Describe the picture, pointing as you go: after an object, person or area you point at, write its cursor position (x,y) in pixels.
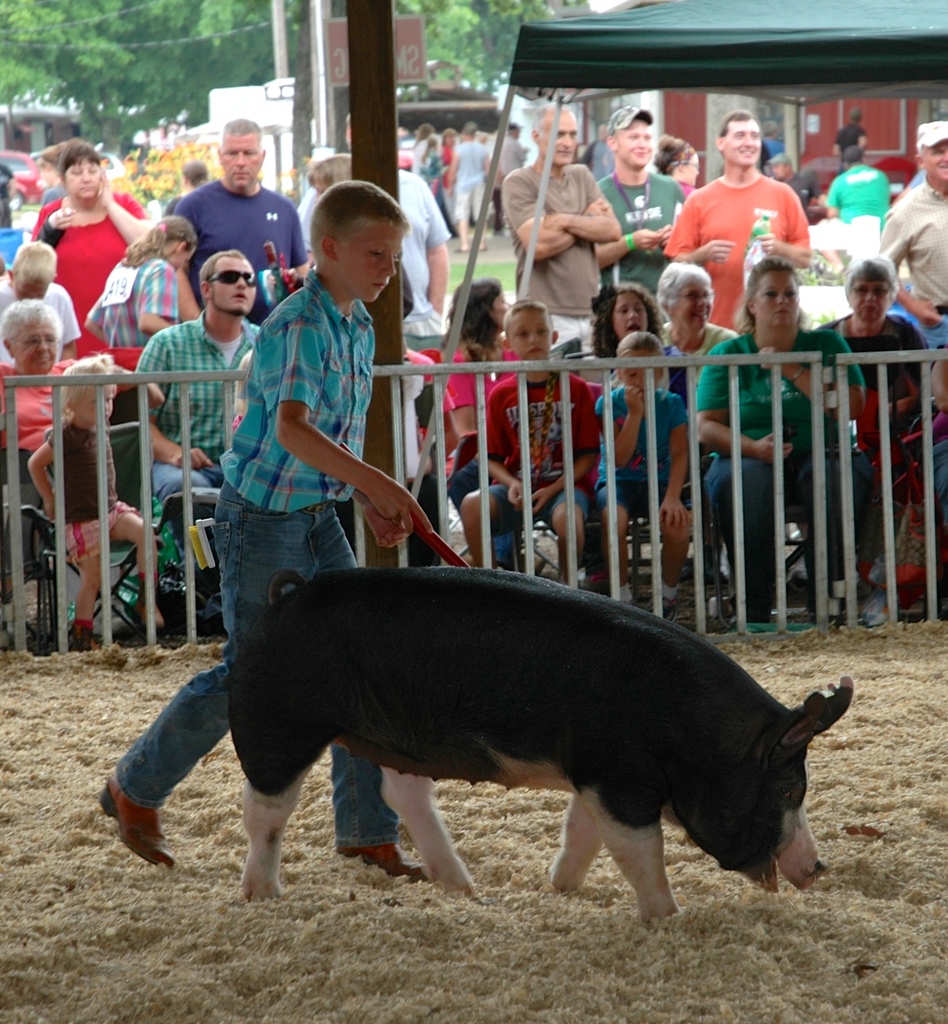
In this picture, We see few people (731,132) are standing and few (453,411) are seated and a tent (709,56) and few houses (699,106) and trees (110,69) and I can see a pig (398,642) and a boy (276,319) holding a stick (446,555) in his hand (387,501) and I can see a metal fence (16,549).
